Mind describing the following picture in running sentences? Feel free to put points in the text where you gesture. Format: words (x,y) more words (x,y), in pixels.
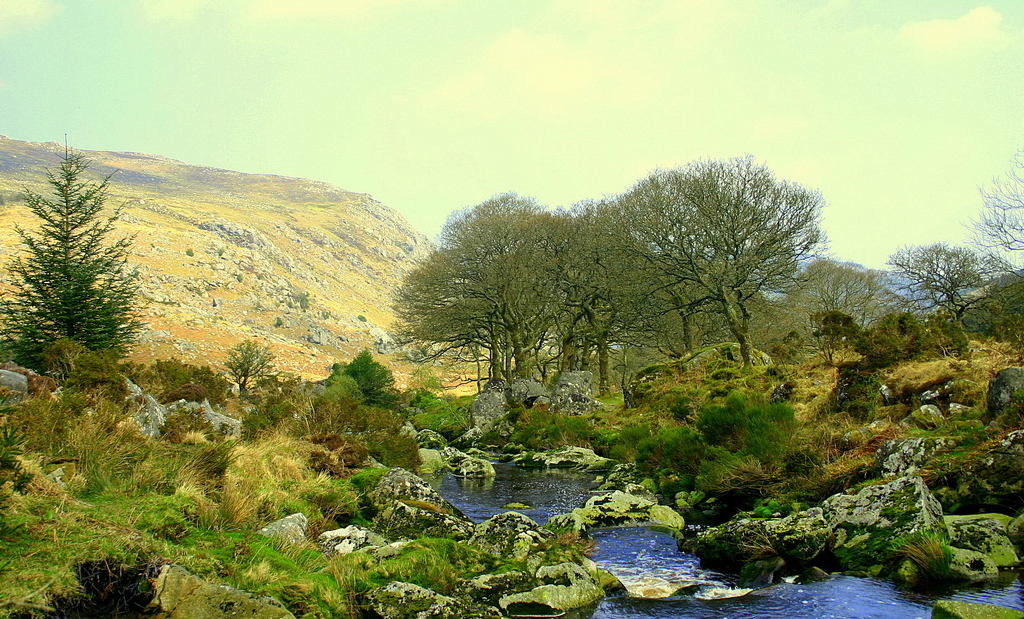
In the picture I can see water (495,493), stones (383,542), trees (356,356) and in the background (279,250) there are mountains (303,303) and clear sky (593,103).
